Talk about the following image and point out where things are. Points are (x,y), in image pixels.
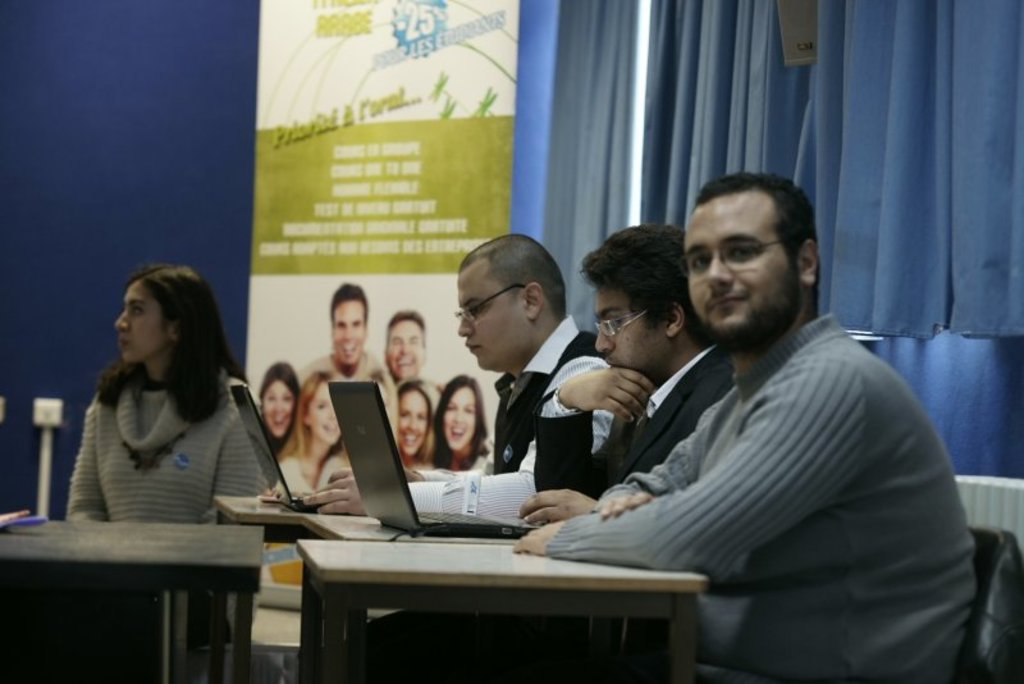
In this image there are three men (545,457) and woman (232,454) sitting on chairs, in front of them there is a table (348,522) on that table (349,551) there are laptops (368,480), in the background (755,31) there is a blue curtain (768,36) and there is a banner (439,435).
